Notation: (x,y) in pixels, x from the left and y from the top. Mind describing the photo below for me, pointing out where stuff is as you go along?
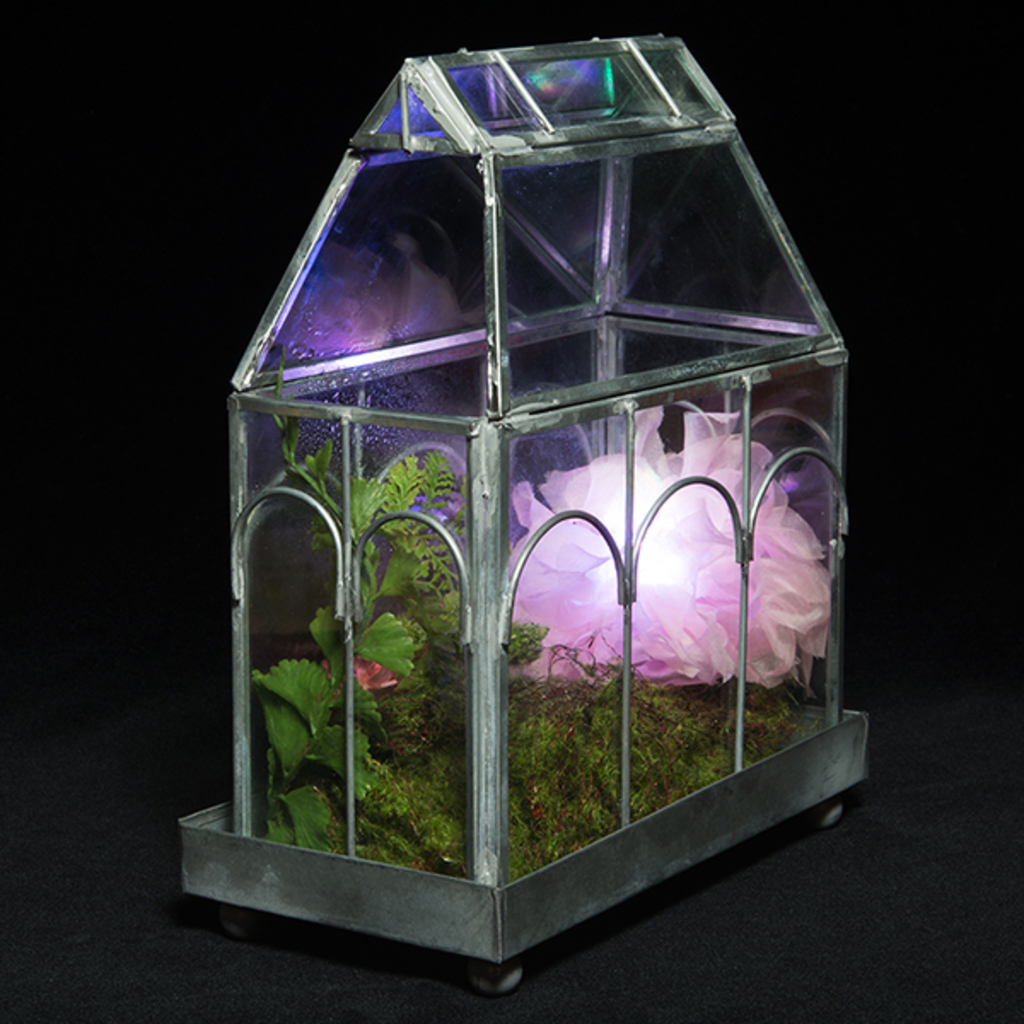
In this image we can see a plant (421,485) with flower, grass (402,736), light (617,556) and a pink color item (647,650) are placed in a glass box (483,378) on a platform (169,885) and on the glass box (480,676) we can see designs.
